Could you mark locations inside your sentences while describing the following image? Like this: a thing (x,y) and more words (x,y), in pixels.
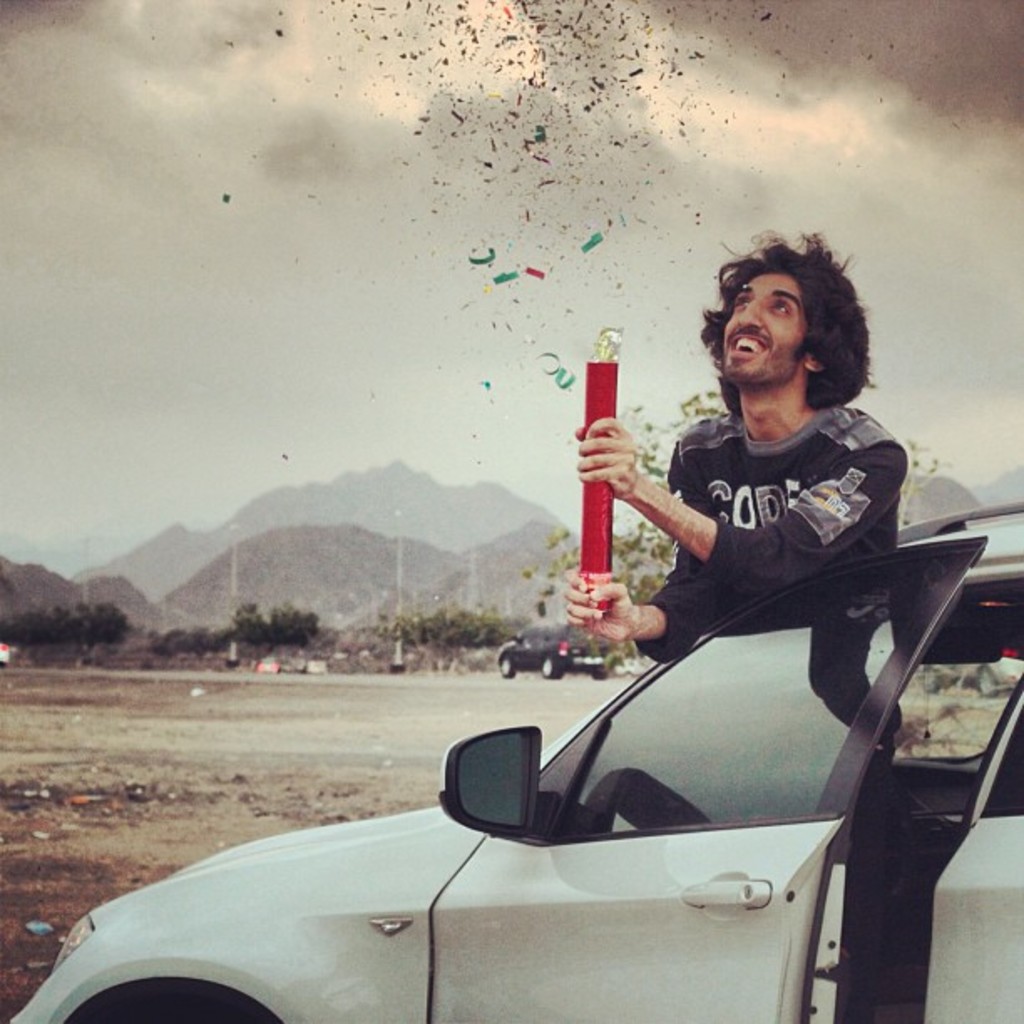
there is a man (606,627) standing in between the car doors (671,685) popping glitters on the sky (710,246) beside him there are so many mountains (95,602) and a car (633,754).
